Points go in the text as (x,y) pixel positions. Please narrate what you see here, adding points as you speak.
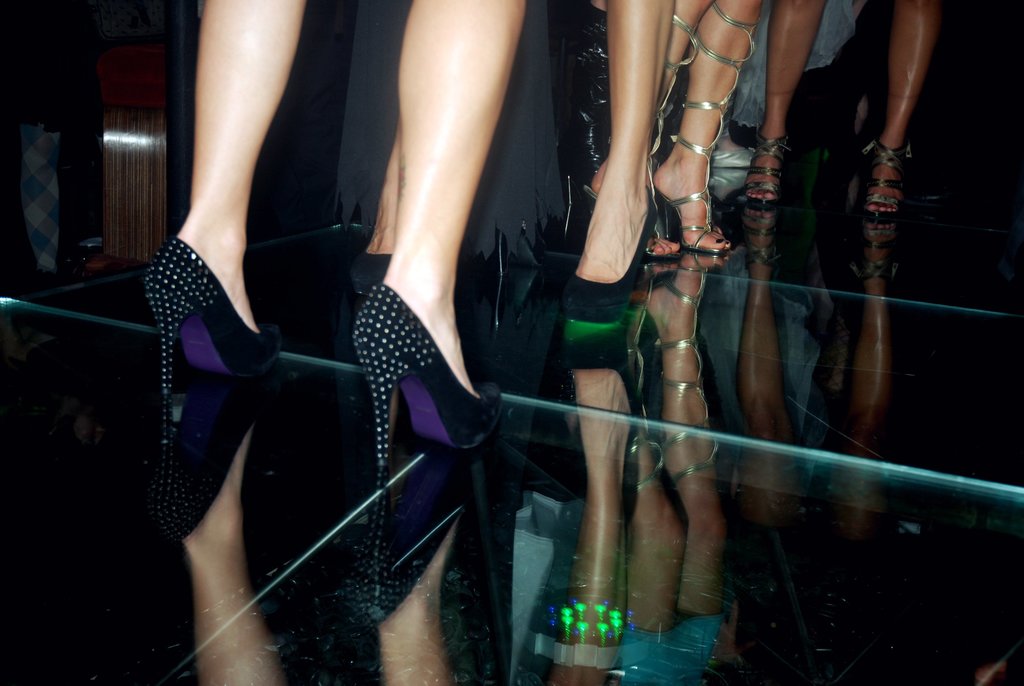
In this image, I can see the person's legs (194,223) with the footwear (272,328). This looks like a glass floor (640,513). I think this is a wooden object (141,187).
